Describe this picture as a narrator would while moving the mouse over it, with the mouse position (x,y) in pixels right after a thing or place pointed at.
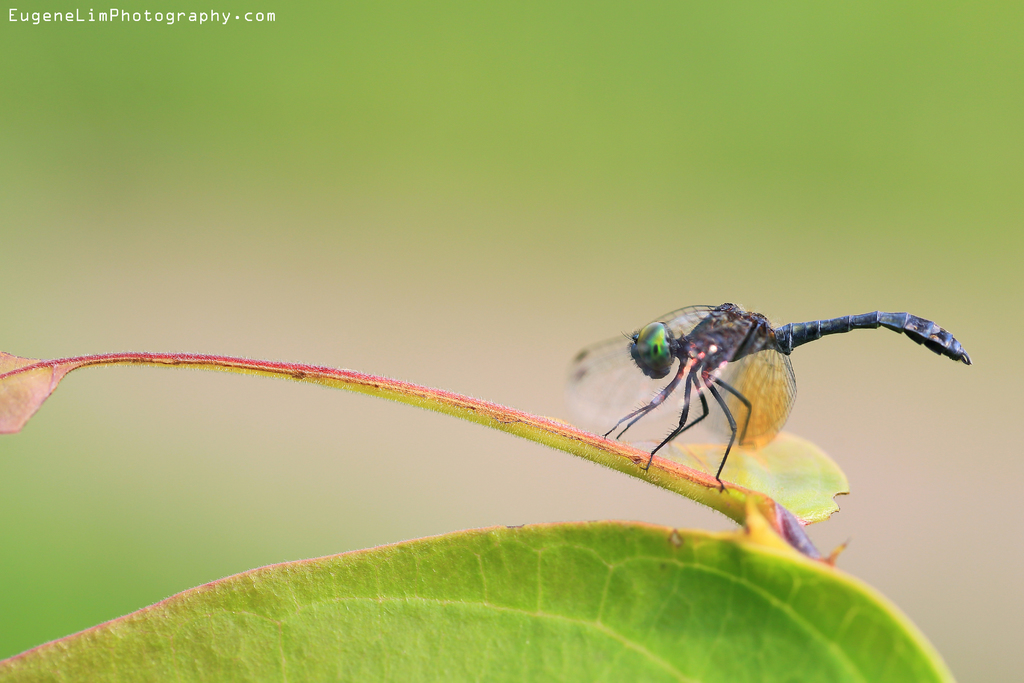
In this image there is a insect (725,370) that sat on a leaf (616,539), background (867,182) is blur.
